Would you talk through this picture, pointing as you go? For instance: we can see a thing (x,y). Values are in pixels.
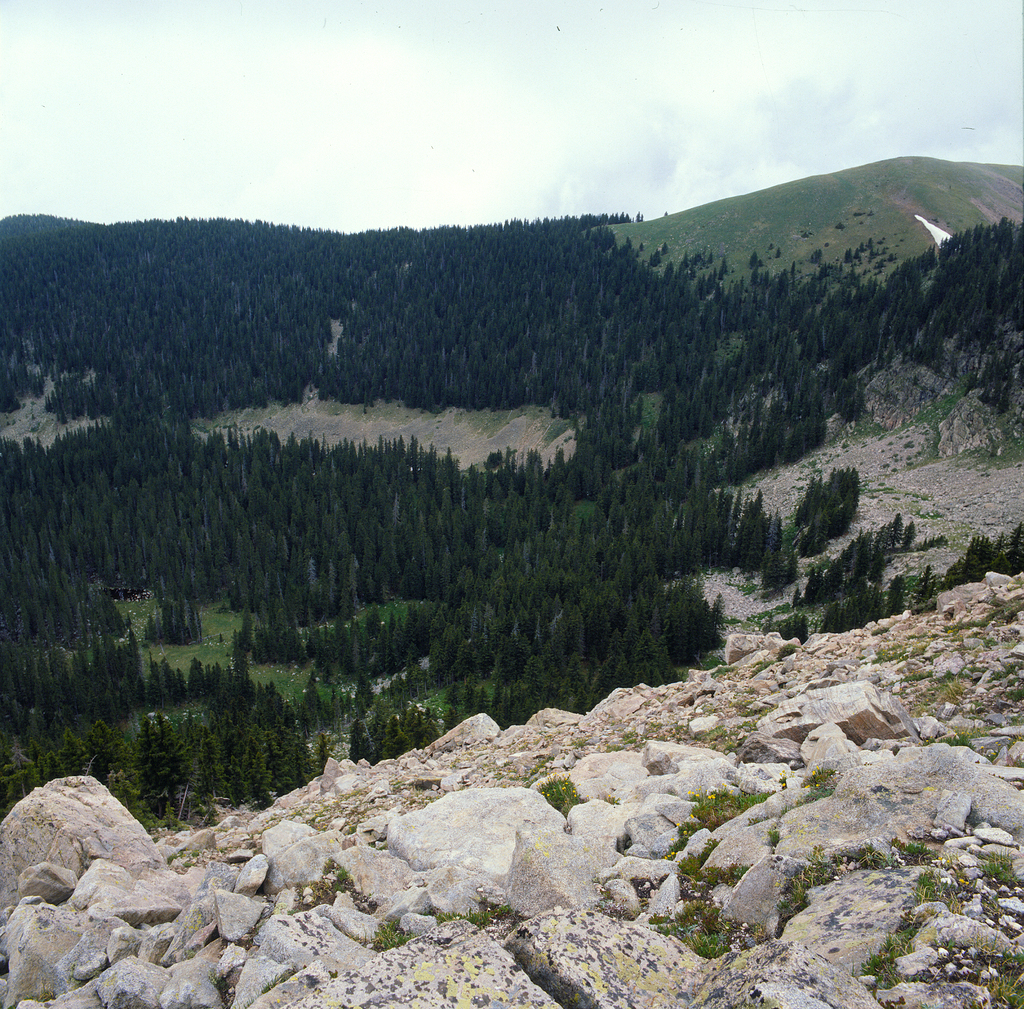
In this image we can see some stones (826,640), the rocks (781,753), a group of trees (431,638) on the hill (655,608), grass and the sky (530,88) which looks cloudy.
